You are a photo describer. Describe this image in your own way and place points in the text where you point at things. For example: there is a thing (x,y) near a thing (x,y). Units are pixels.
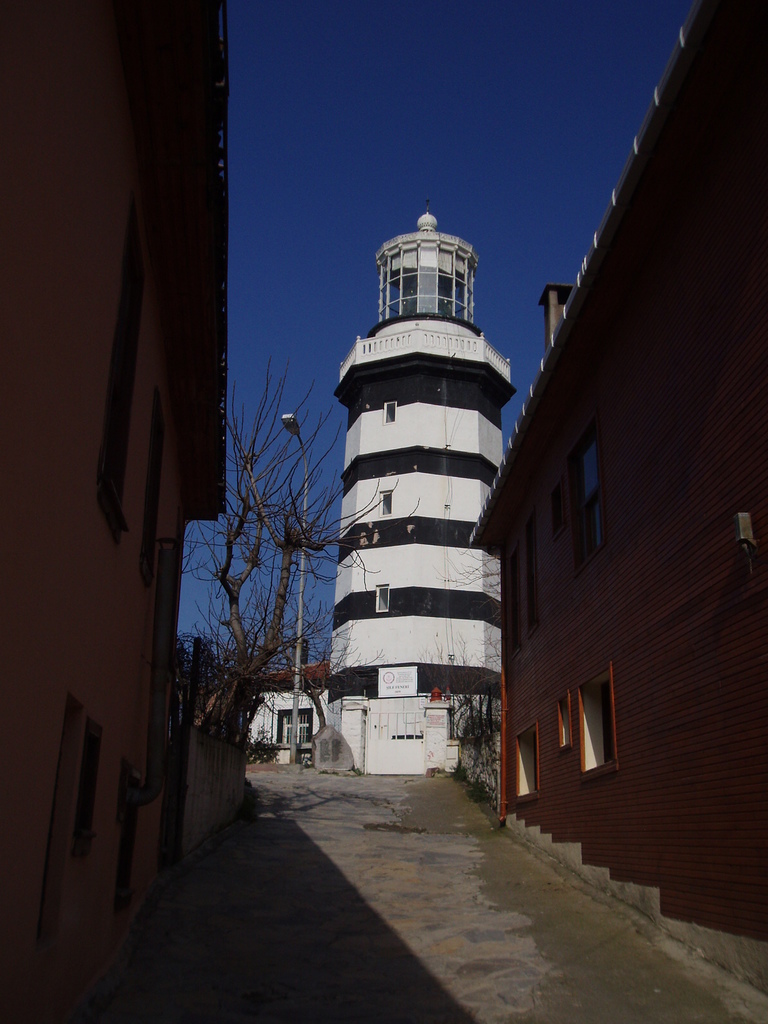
In this image there are buildings (158,691). In the center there is a path (338,871). There are trees (249,569) and a street light pole (284,417) in the image. At the top (345,152) there is the sky (364,123).
